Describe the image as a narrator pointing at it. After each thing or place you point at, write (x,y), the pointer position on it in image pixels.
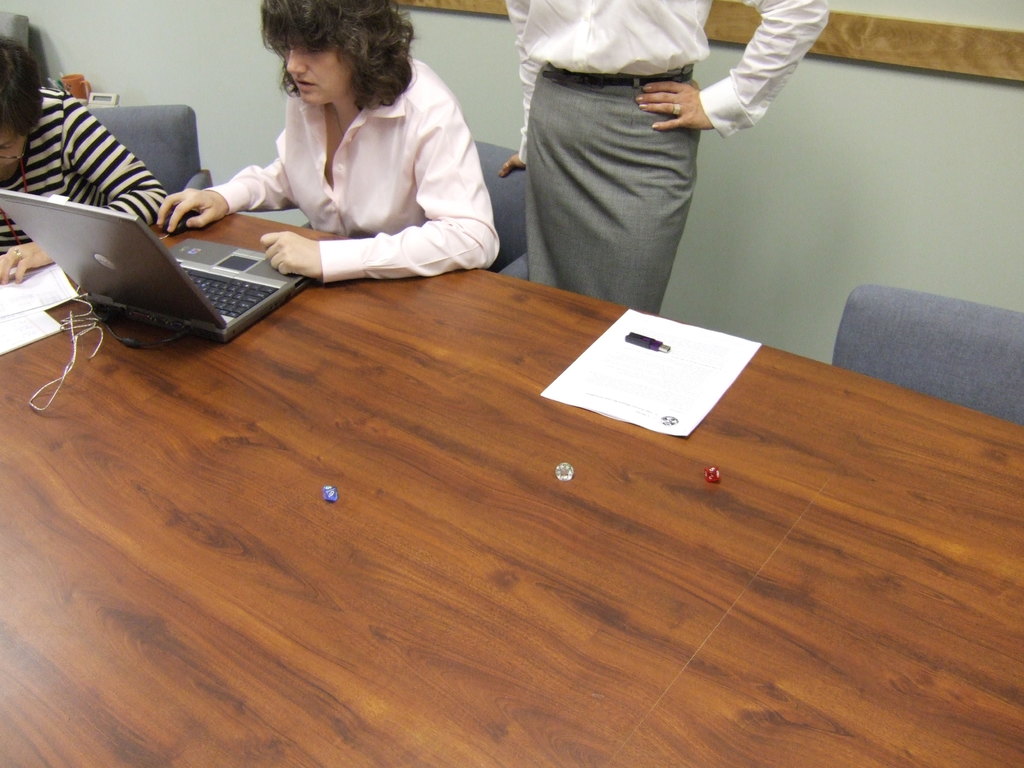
In this image I see 3 women (355,26), in which 2 of them are sitting and one of them is standing and there is a table (489,306) in front (430,356) and I see a laptop (28,200). In the background (231,46) I see the wall (199,3).
